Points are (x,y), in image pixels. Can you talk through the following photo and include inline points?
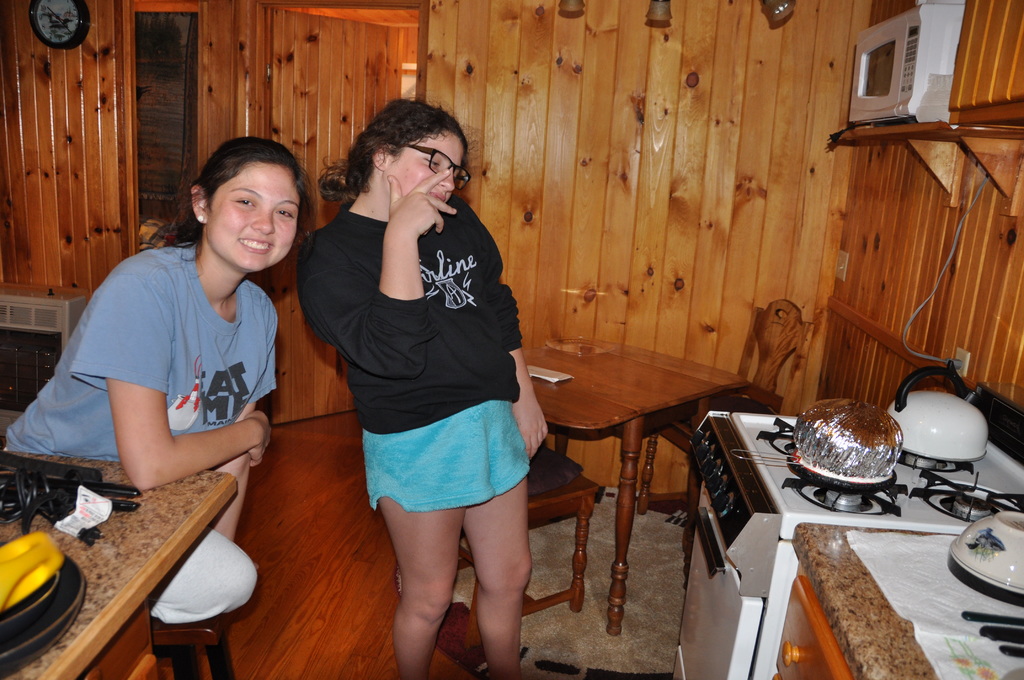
In this picture there are two ladies (184,337). To the left side (137,364) there is a lady (152,365) with blue t-shirt (165,350) is sitting on a stool (187,636). And she is smiling. Beside her there is another lady (435,340) with black t-shirt (426,321) is standing. She is wearing spectacles (442,161). And to the left bottom corner (71,545) there is a counter (21,529) with some objects (46,500) on it. And to the right bottom (835,558) there is a stove (767,513) and counter (871,583). On the counter (989,628) there are a bowl (977,559) and knife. And on the stove (732,447) there are a pan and kettle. Into the right top there is a microwave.
